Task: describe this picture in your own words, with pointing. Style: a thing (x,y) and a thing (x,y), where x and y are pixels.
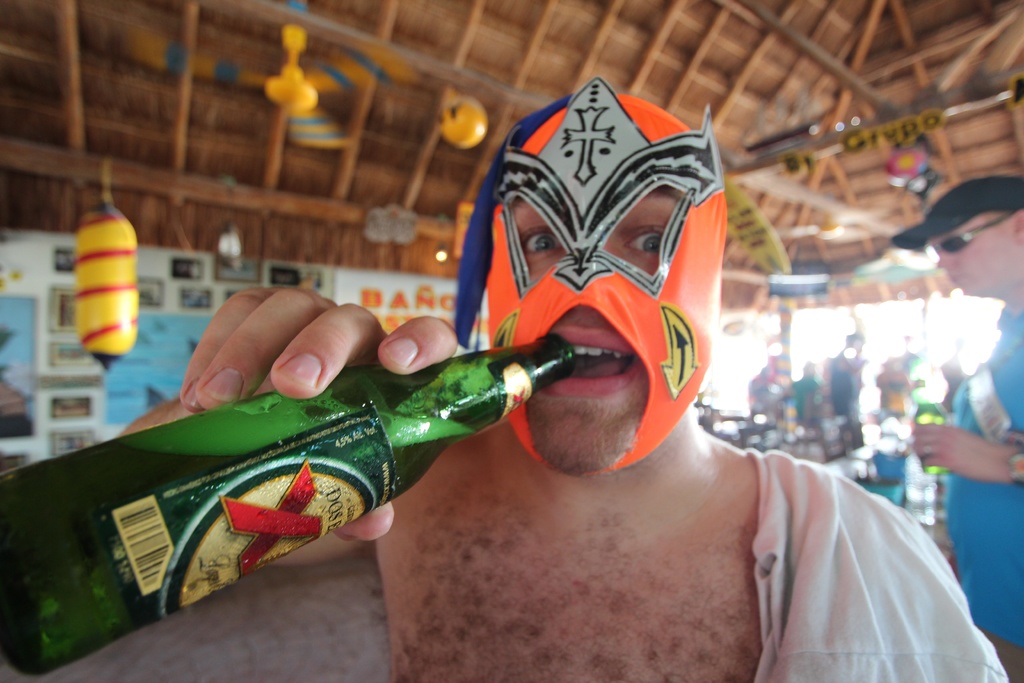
In this picture a guy (558,500) who is wearing a face mask (698,351) is drinking a liquid (70,535) inside a green glass bottle (225,432). In the background (829,385) we observe many people (901,384) and the roof (198,127) is designed beautifully with hangings (456,139) and colored fans (303,102).
